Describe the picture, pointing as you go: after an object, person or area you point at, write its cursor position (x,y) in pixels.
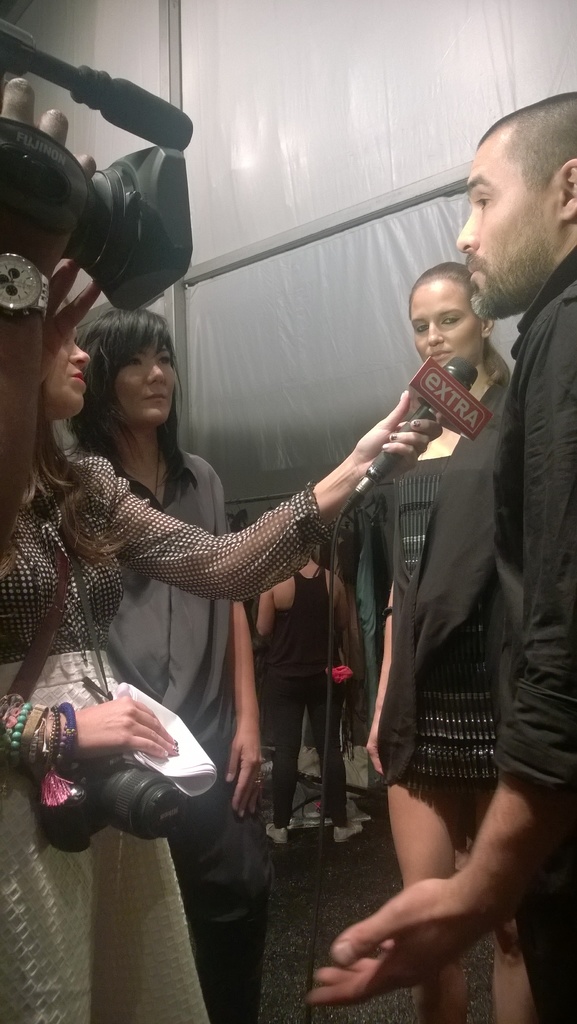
In this image we can see three women (124,555) and one man (569,372). One woman (103,594) is holding a mic (420,394) in her hand (400,409). In the background (313,195), we can see people (297,594) and a white color sheet (305,179) with metal rods (179,294). On the left side of the image (21,111), we can see a human hand (85,168) holding a camera (62,191).
